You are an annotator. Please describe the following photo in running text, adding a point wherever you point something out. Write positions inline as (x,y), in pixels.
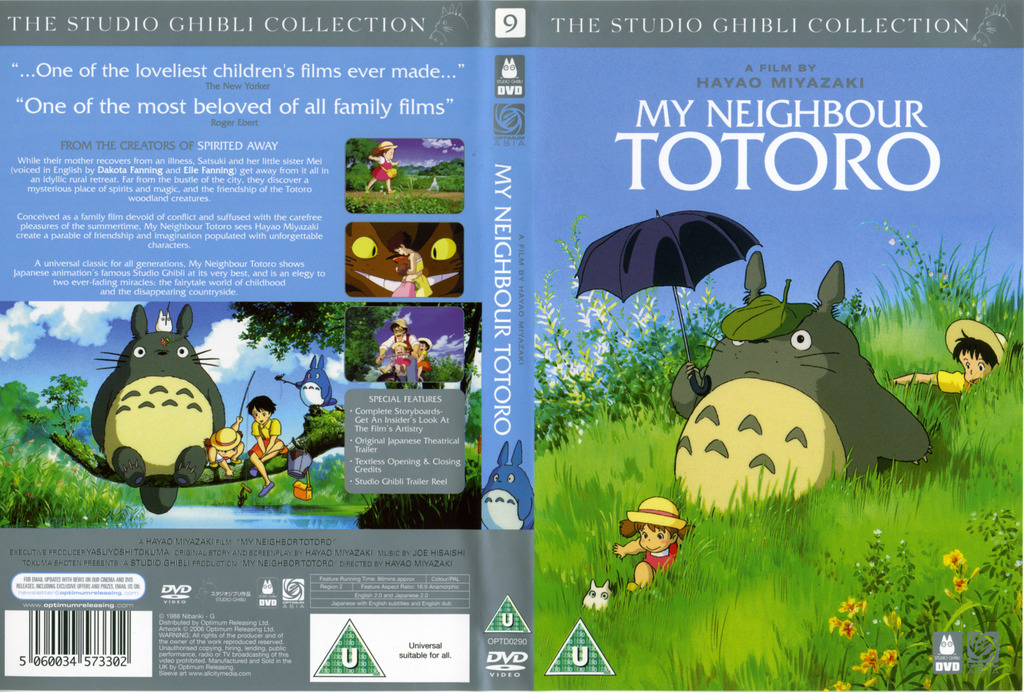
In this picture we can see a cover photo (431,326), on the cover photo (329,444) we can find few cartoons (783,343).
